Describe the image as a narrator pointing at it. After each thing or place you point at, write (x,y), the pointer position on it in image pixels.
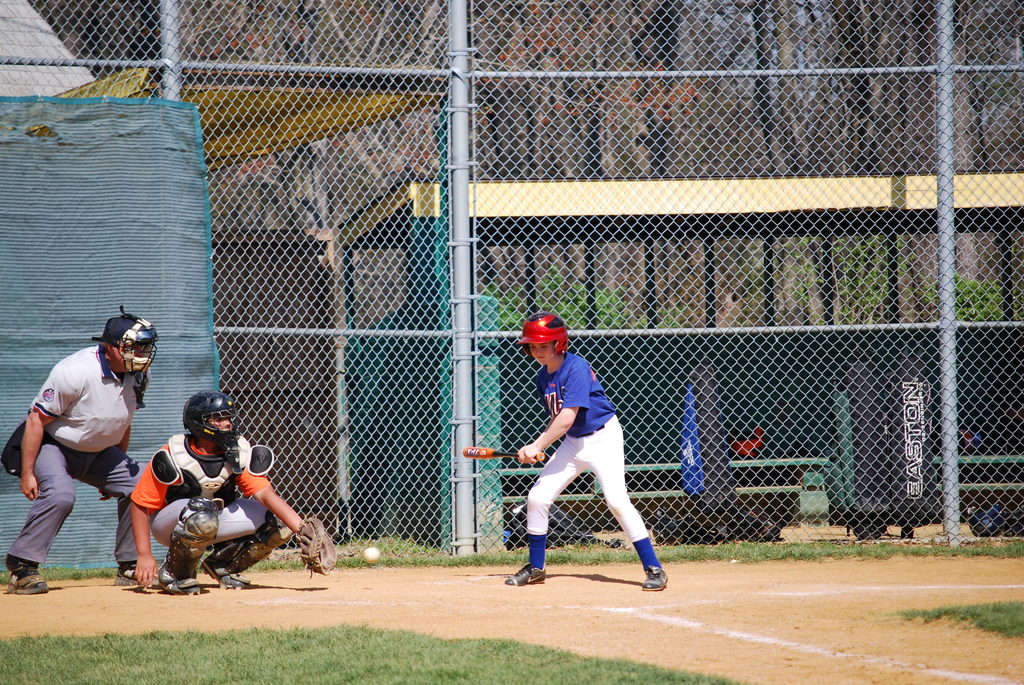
The boy (547,323) in the middle of the picture (531,450) wearing blue T-shirt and red helmet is holding a baseball bat (502,453) in his hand (523,460). Beside him, we see a ball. On the left side (58,419), we see a man (70,415) in grey T-shirt (78,424) is standing. Beside him, the man (168,484) in orange T-shirt (154,482) and black helmet (216,400) is in squat position. At the bottom of the picture (300,636), we see grass (402,635). Behind them, we see a fence (344,233) and a sheet (119,296) in green color. In the background (398,234), we see a wooden building (649,180). This picture might be clicked in the baseball field (571,567).
